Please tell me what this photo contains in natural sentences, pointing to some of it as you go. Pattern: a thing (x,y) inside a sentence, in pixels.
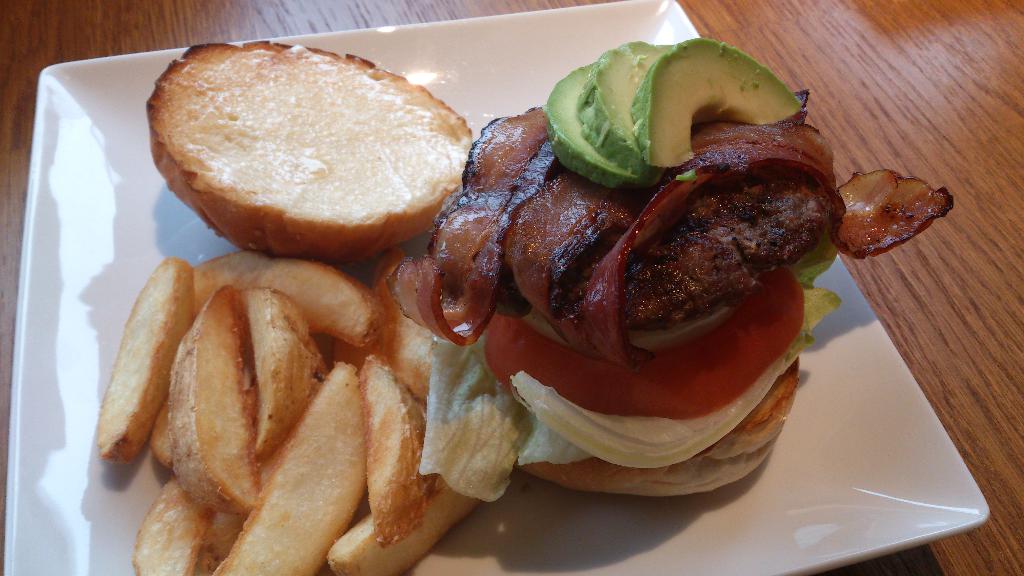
In this picture we can see food items (253,120) placed on a white plate (55,310) and this plate (517,63) is placed on a table (972,26).
